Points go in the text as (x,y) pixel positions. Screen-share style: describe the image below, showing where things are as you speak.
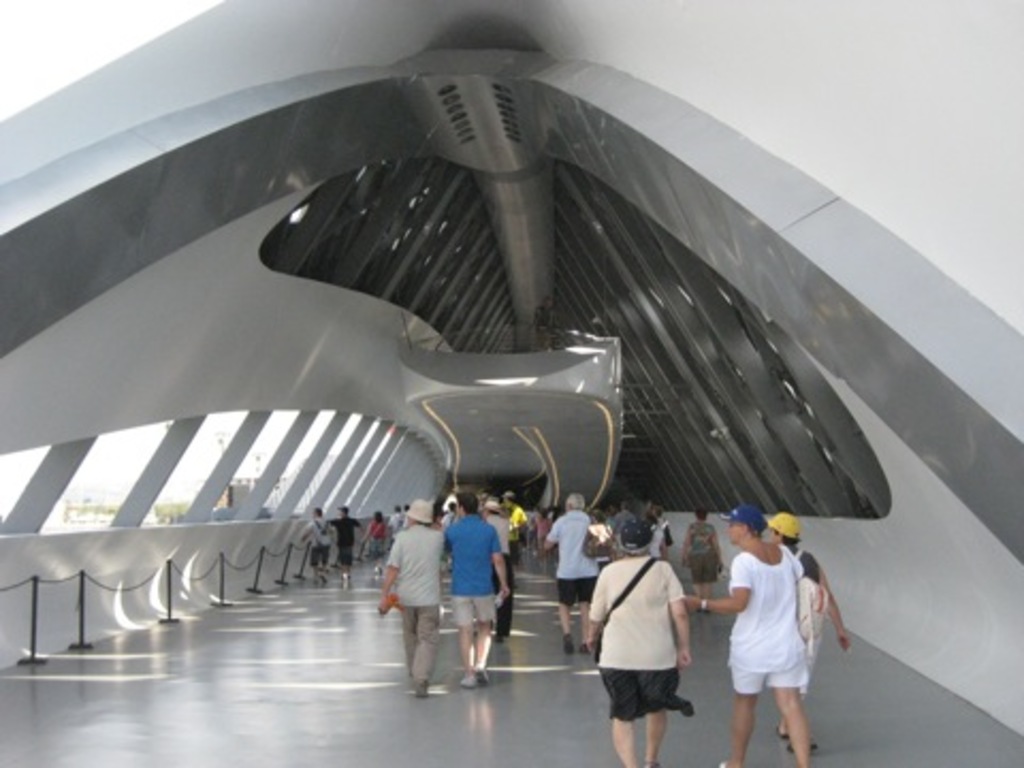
In this image we can see many persons (486,593) walking on the floor (542,683). On the left side of the image (34,486) we can see pillars (47,484), fencing (170,575), trees (113,508), buildings (237,494) and sky (79,483). On the right side of the image (865,233) there is wall (874,208).
